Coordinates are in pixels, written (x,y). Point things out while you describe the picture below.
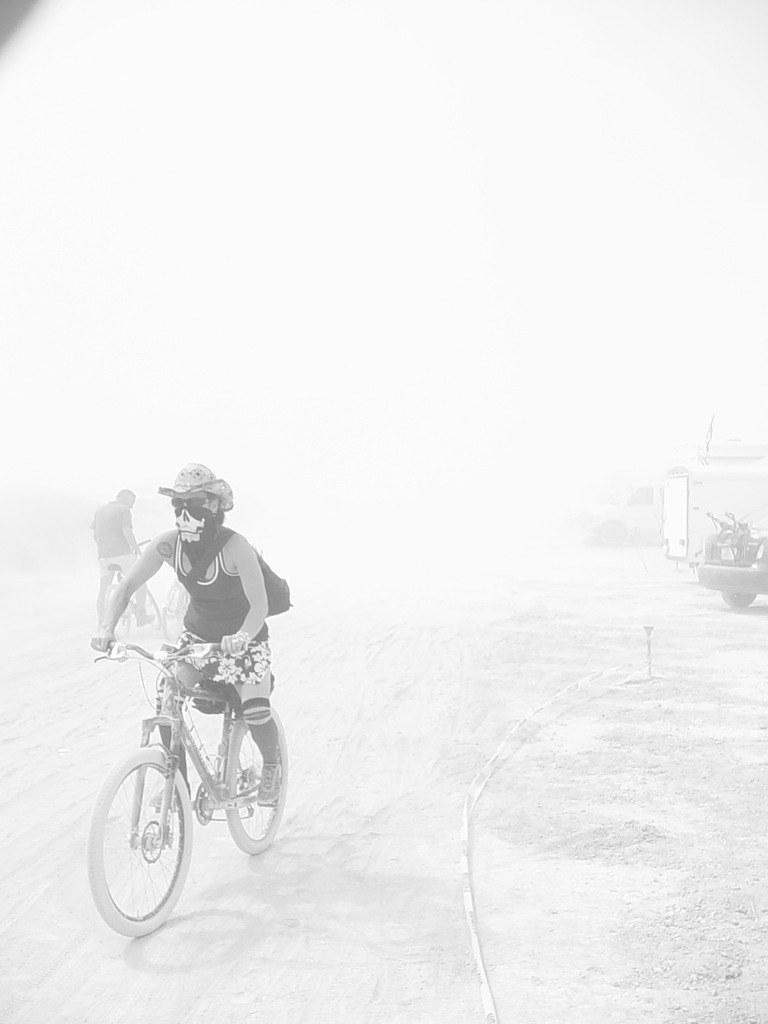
There is a person (182,482) riding a bicycle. There is also another person (128,492) is holding a bicycle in his hands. There is a car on the right side (760,558).
